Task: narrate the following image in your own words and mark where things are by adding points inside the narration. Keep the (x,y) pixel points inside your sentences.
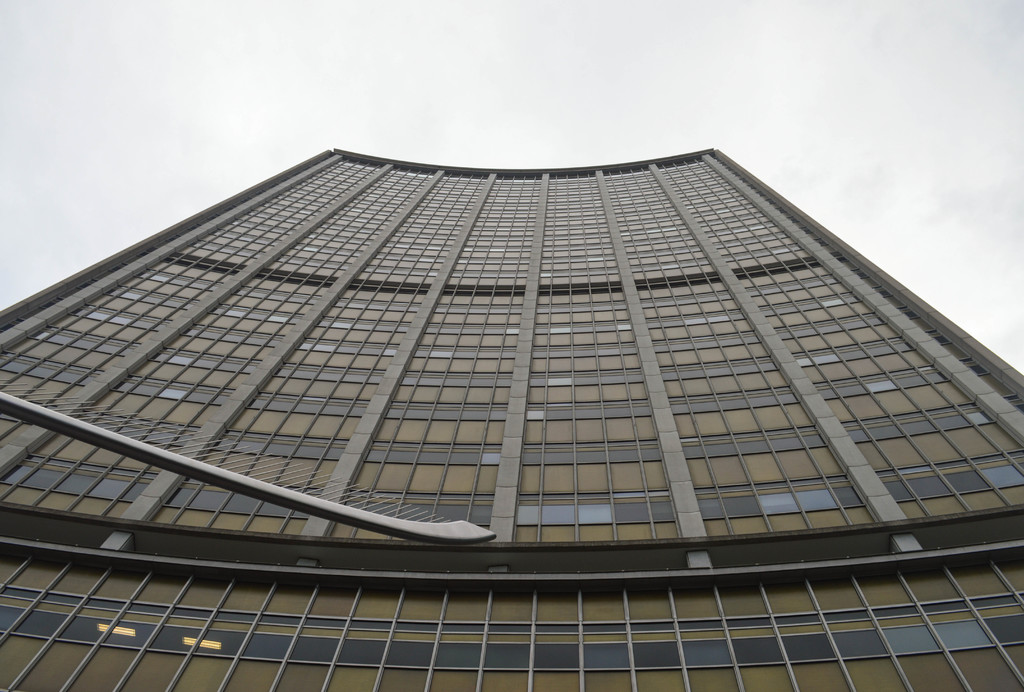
In this image I can see a building (550,258) and the sky (613,55) at the top (726,37).
